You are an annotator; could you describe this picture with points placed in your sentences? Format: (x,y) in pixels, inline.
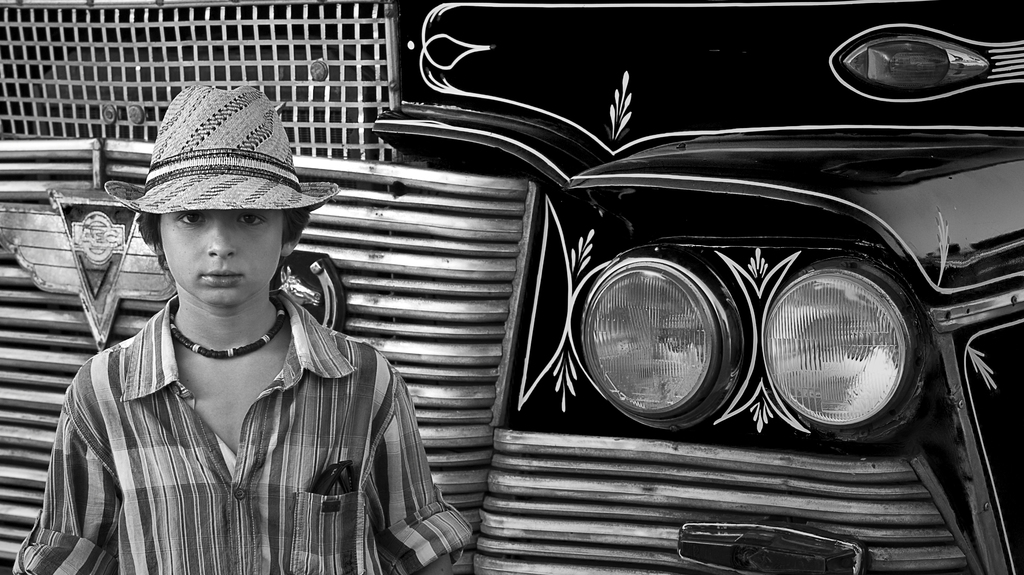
In the foreground (308,168) I can see a boy (241,401) is wearing a hat (210,203) and a vehicle (371,272). This image is taken may be during a day.
